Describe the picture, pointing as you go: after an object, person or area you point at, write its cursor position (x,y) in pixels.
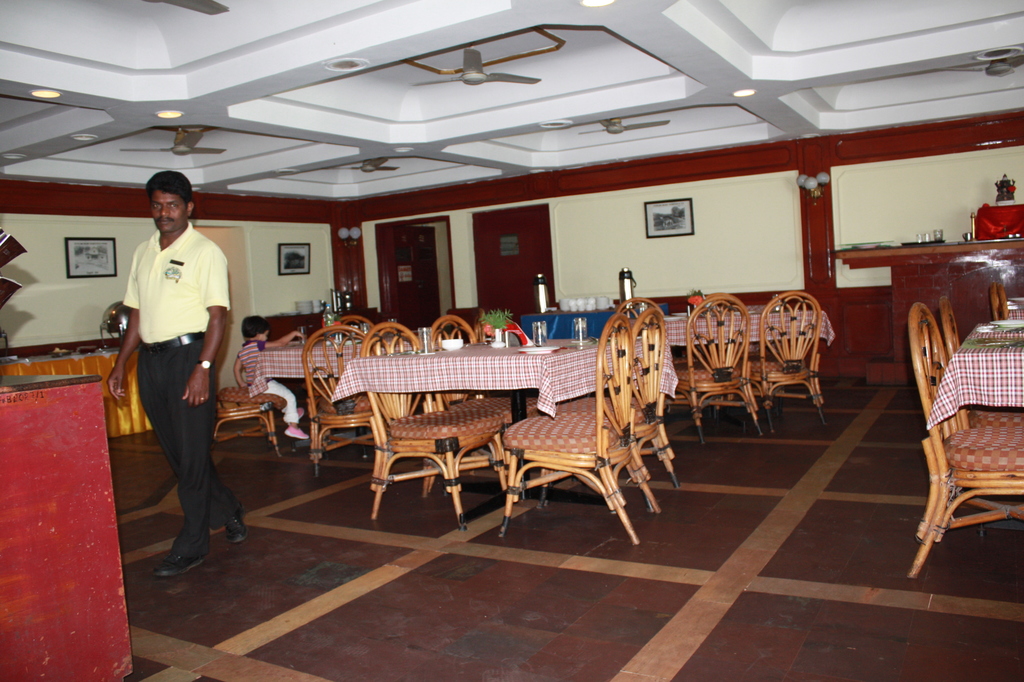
In this image on the left (160,369) there is a man (160,369) he wears t shirt (161,341), trouser (171,393), watch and shoes (236,523) he is walking. In the middle (534,364) there is a table (494,379) around that there are some chairs (544,451). In the background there are many chairs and tables (553,331), plates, wall (743,255), photo frame (693,230), fan (469,63) and door (488,278).
